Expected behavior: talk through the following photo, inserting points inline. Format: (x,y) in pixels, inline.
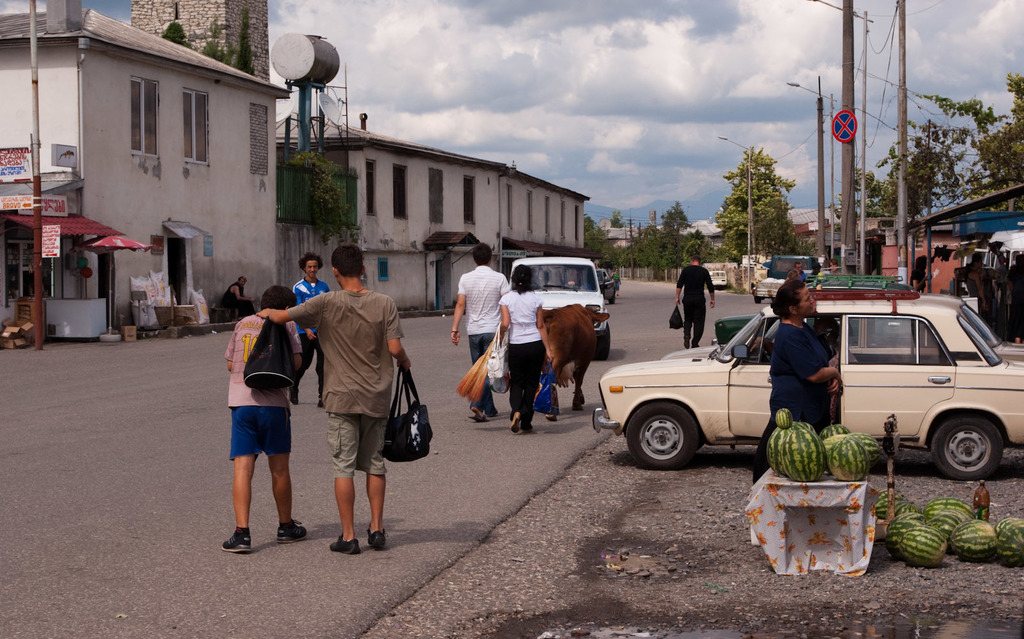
In this image I can see group of people (347,409) walking on the road (315,483), in front (357,400) the person (335,421) is holding a black color bag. Background (129,137) I can see few vehicles (886,384), buildings (114,160) in white and brown color, trees (752,173) in green color and the sky (632,128) is in blue and white color.
